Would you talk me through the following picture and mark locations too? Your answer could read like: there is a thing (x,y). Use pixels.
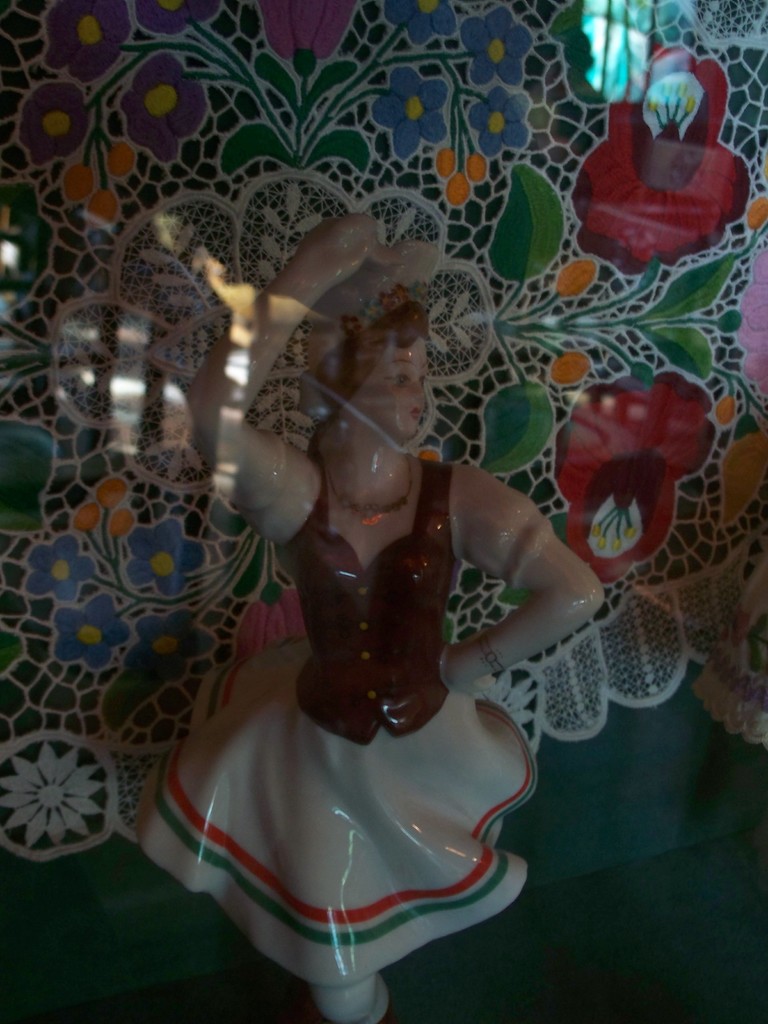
In this image I can see there is a statue (501,725) on the ground (658,995). And at the back (319,215) there is a cover (221,636) with design (515,603).
